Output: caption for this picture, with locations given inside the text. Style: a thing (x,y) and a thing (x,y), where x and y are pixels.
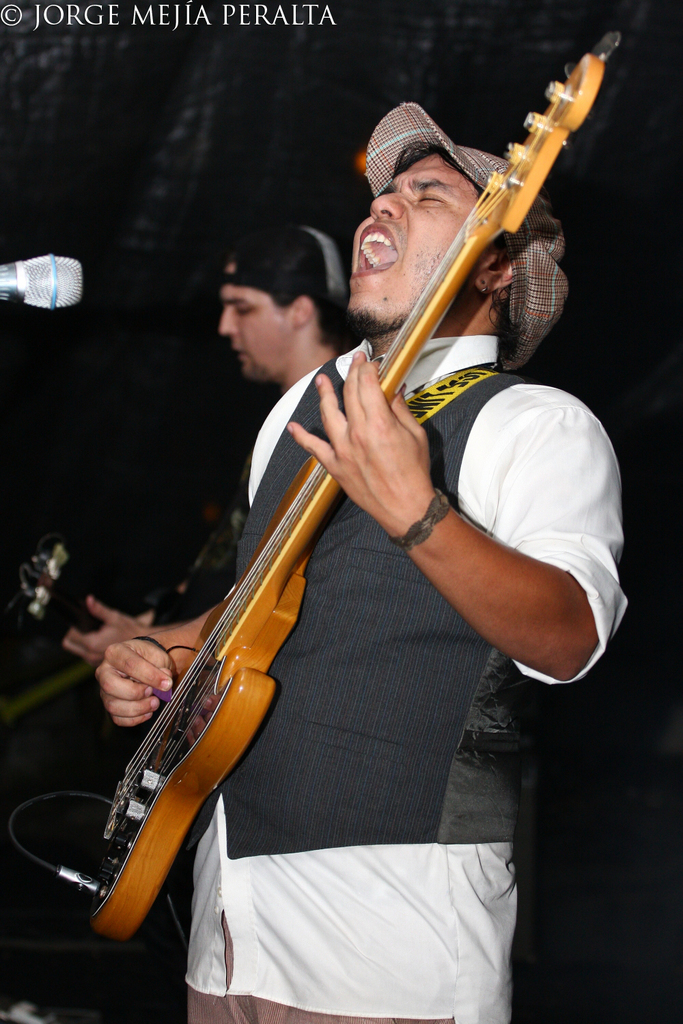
In the middle of the image (308,629) a man (564,469) is standing and playing guitar (450,267) and singing. Behind him there is a man (287,244) playing guitar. Top left side of the image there is a microphone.
